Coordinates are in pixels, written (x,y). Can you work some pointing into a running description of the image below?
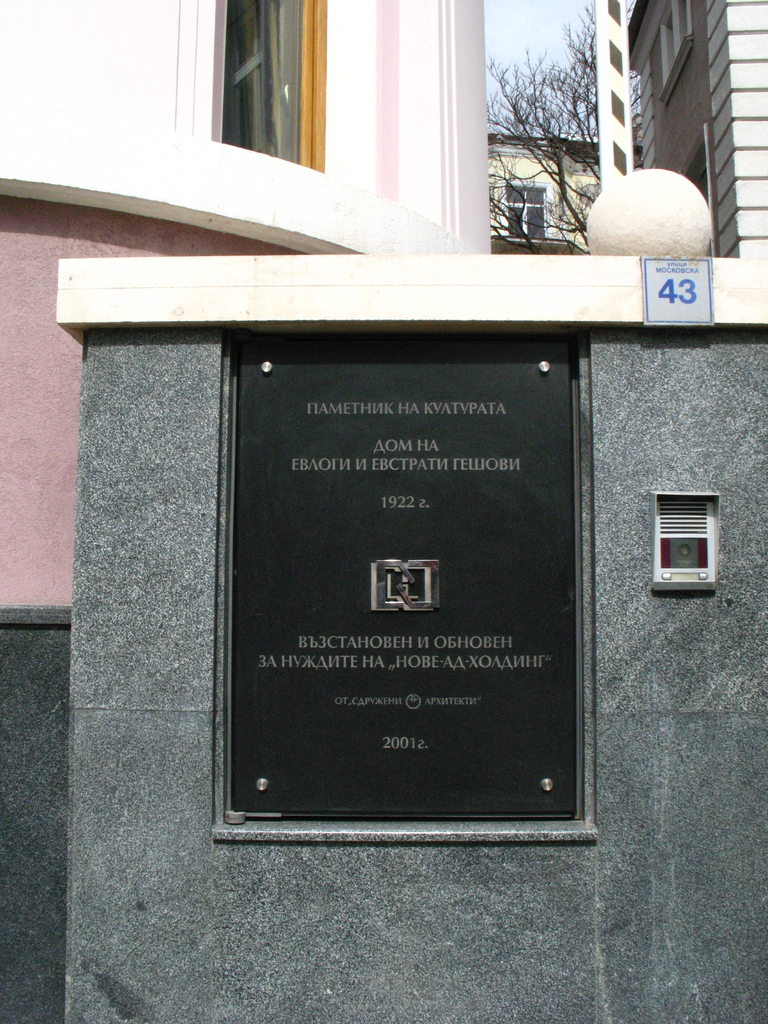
In this image I can see the black color board (421,610) to the wall (656,743). In the background (354,211) I can see the buildings (480,124), trees (501,73) and the sky (575,11).
